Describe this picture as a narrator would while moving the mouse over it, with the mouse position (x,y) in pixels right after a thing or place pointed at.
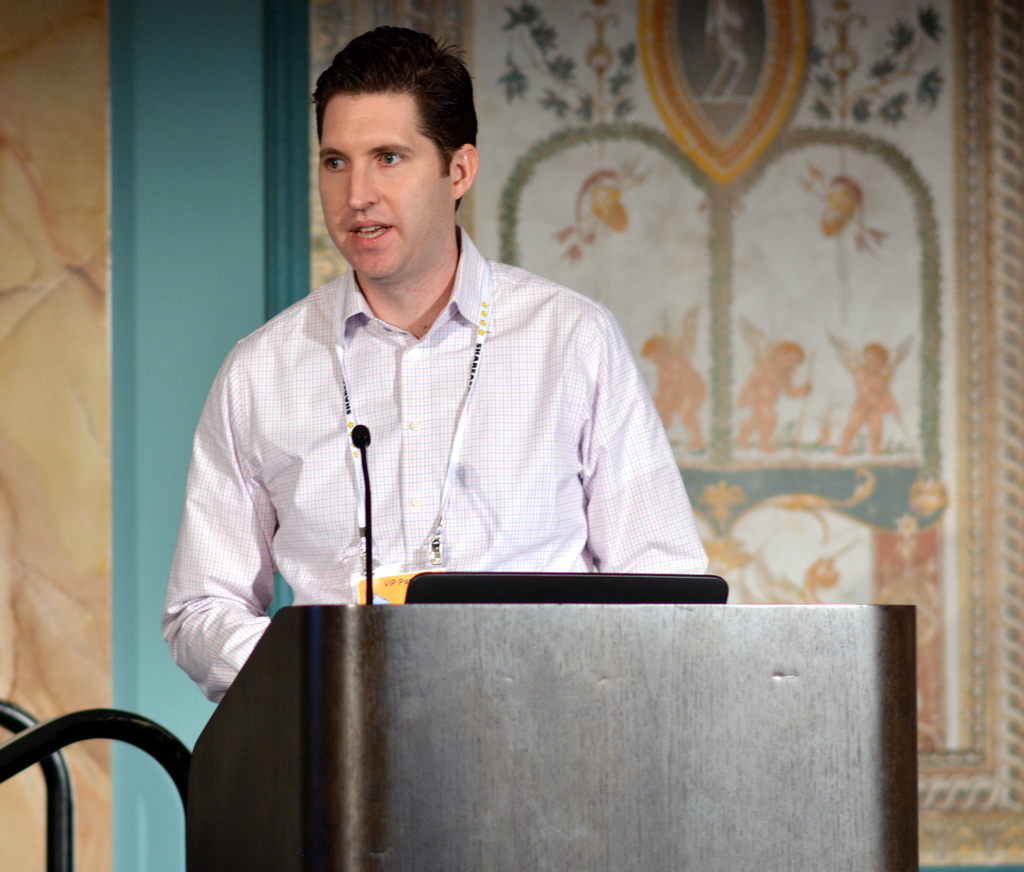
In the foreground (401,653) I can see a person (596,546) is standing on the stage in front of a table (571,706), laptop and a mike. In the background (863,146) I can see a wall (815,137) and crafts (763,430). This image is taken may be in a hall (692,521).
